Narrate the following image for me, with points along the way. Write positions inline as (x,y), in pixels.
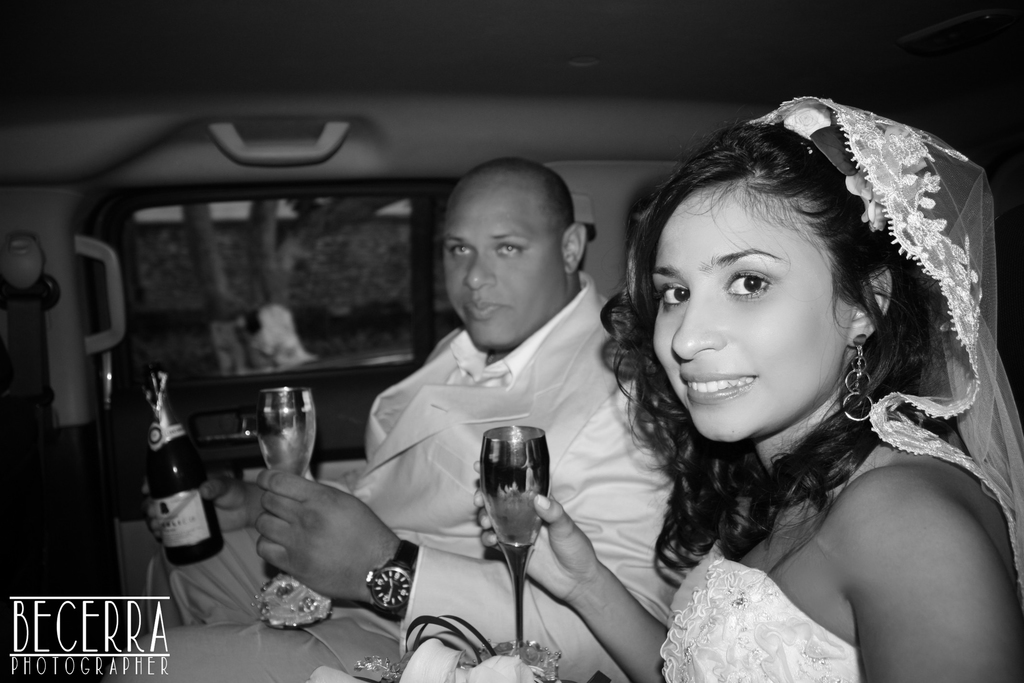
A man (473,373) and a woman (741,504) are sitting inside a vehicle (370,116). They are holding glasses (488,474), the man (300,496) is holding a bottle (194,498). The lady (754,553) is smiling.
